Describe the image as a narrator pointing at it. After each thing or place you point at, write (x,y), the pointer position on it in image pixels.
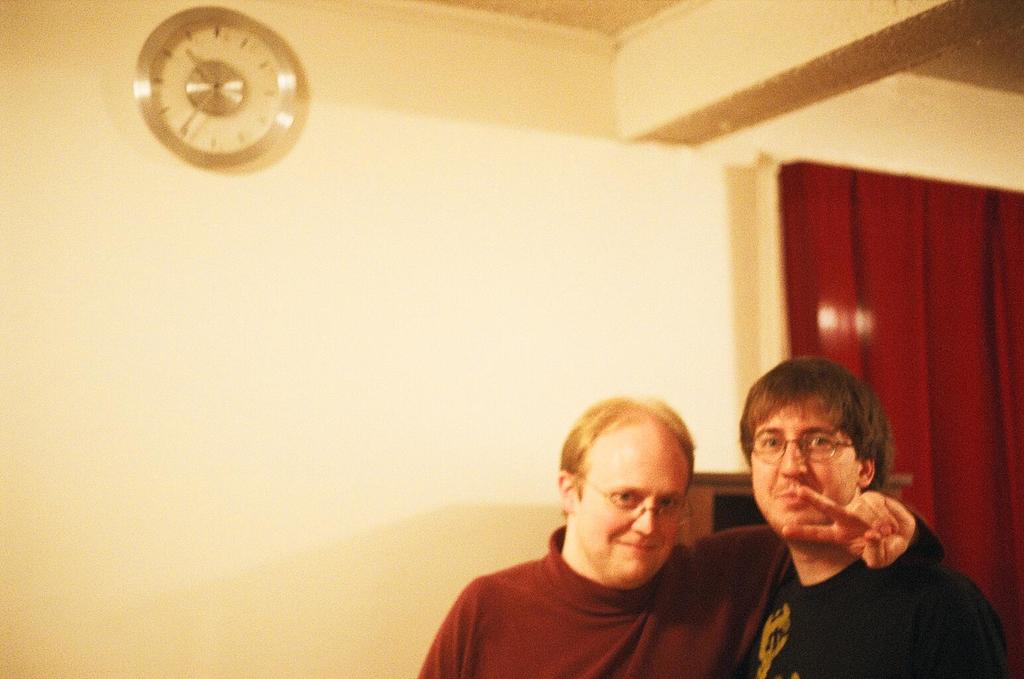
To the right side of the image (819,456) there are two people (620,468). In the background of the image (346,253) there is wall (249,214). There is a watch (264,146). There is a curtain (903,329) to the right side of the image (898,283).
